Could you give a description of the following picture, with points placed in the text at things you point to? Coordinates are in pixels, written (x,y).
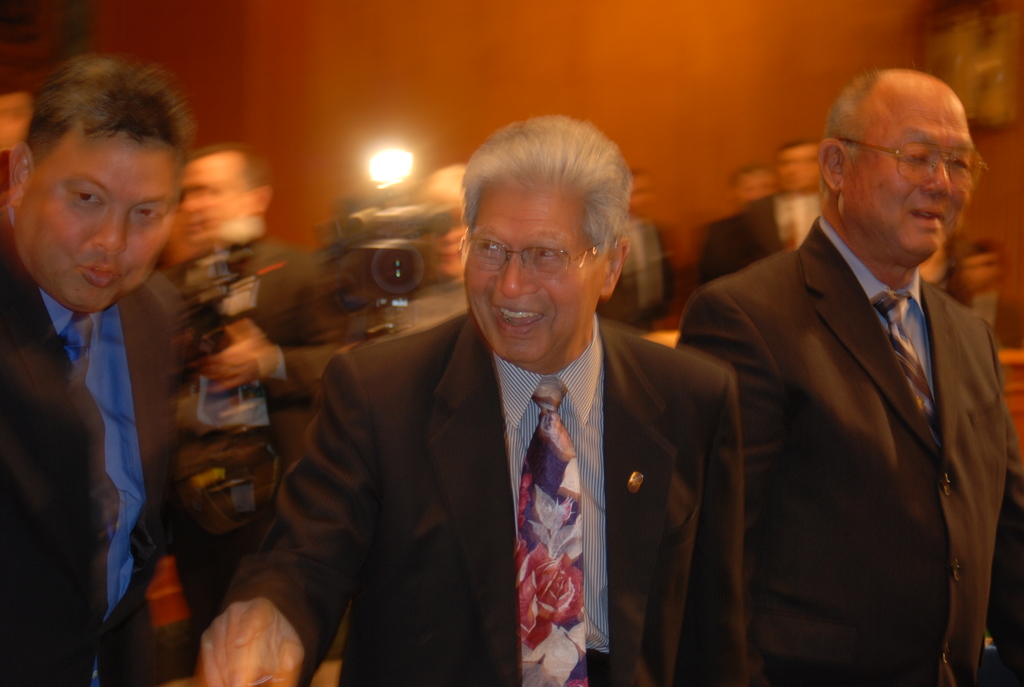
In this picture we can see 3 people (129,473) standing, one of them smiling at someone. In the background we can see camera flashes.
